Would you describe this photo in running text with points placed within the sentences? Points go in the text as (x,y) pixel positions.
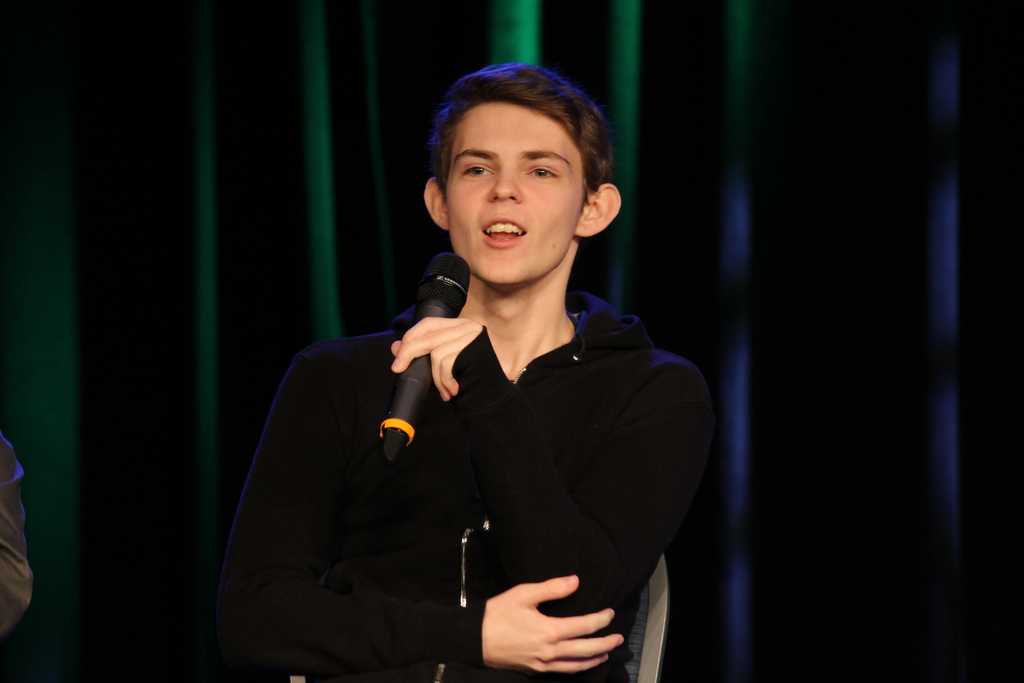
In the center of the image (480,253) we can see a person (551,496) sitting and holding a mic (426,366) in his hand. In the background (257,155) there is a curtain (363,160).
